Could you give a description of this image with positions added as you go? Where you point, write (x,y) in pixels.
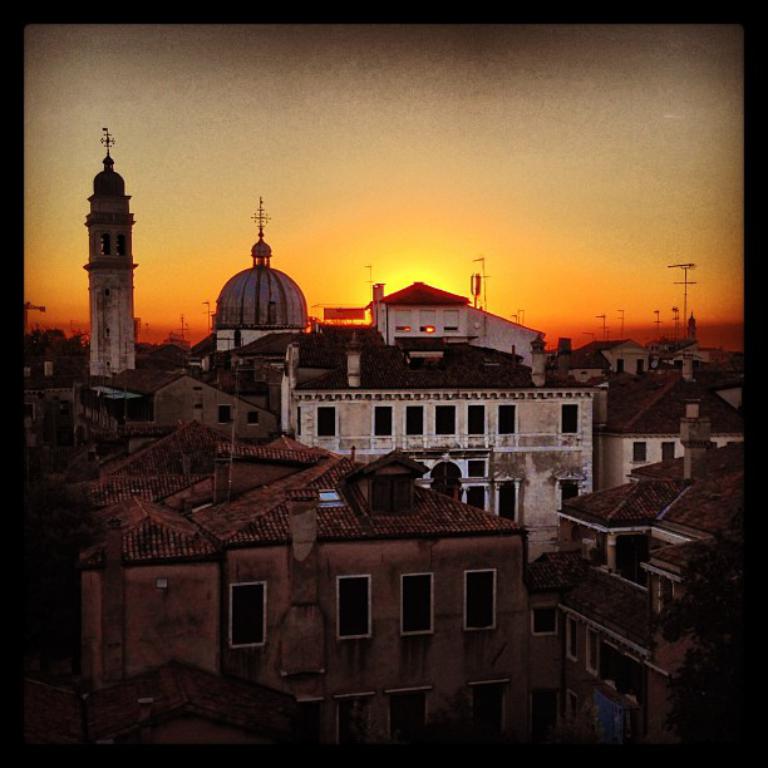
In the image there are many buildings (455,476) on the land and above its sky (469,221), this is clicked at dawn time.
